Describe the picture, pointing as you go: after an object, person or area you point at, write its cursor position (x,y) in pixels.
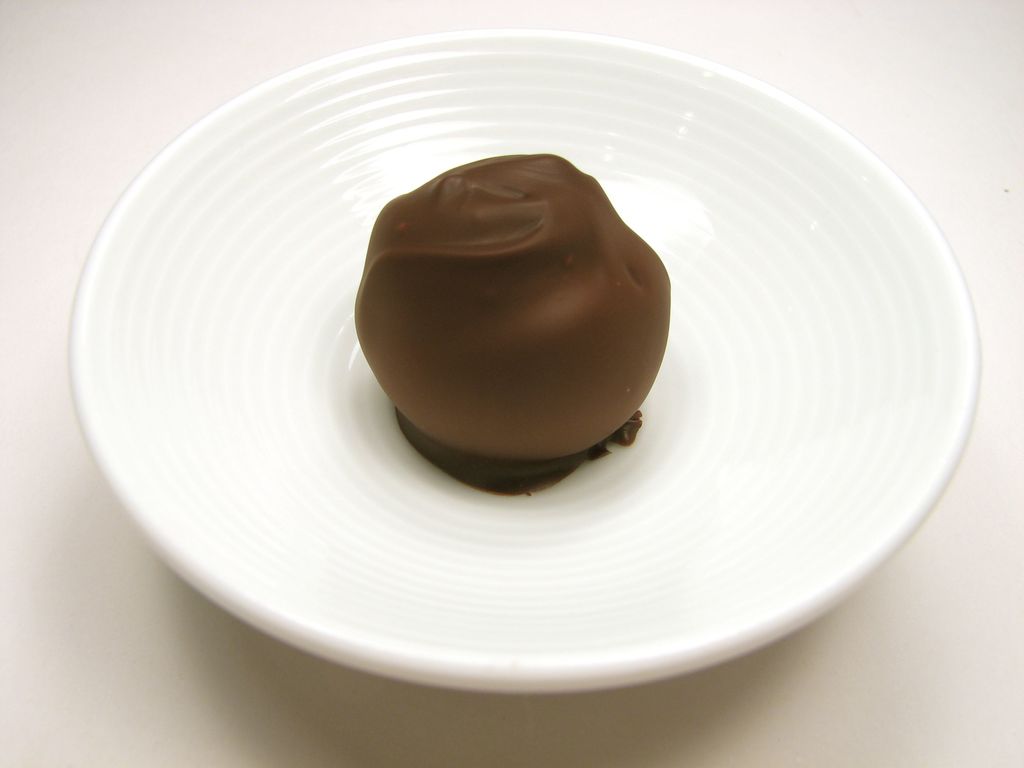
In the image we can see white surface (87,86), on it we can see a bowl (660,488), white in color. In the bowl (407,114) there is a food item (524,364).
